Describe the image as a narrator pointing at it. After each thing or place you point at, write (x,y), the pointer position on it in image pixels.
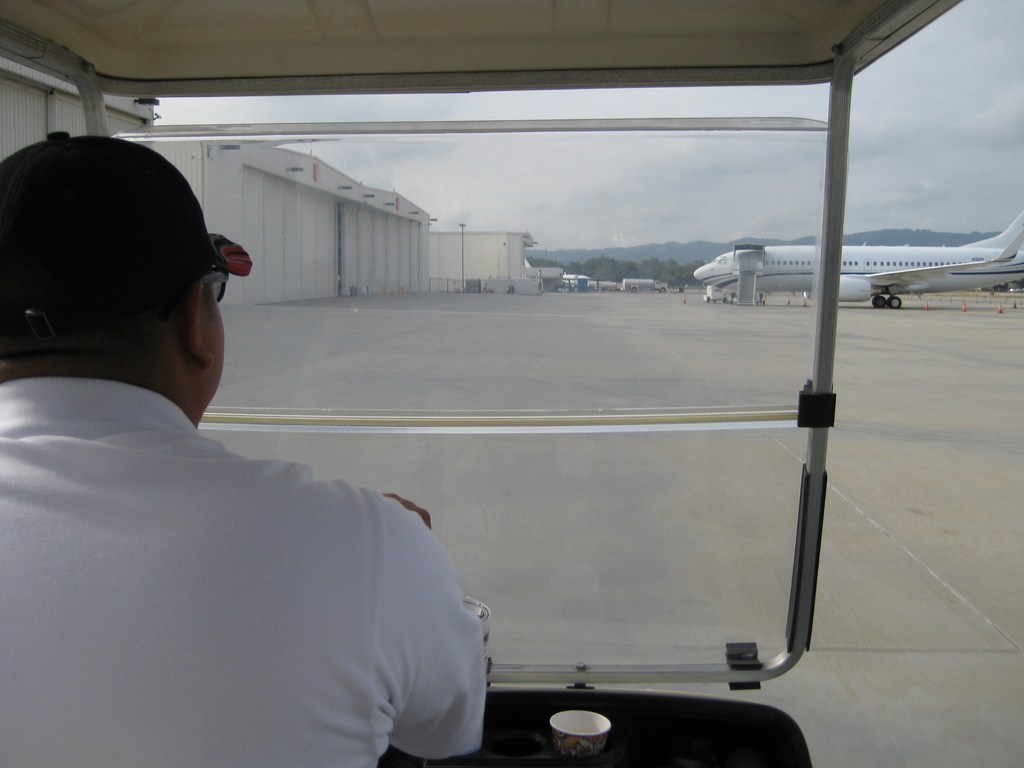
In this image I can see a person (191,614) wearing white colored t shirt (147,591) and black colored hat (156,292) is sitting in the vehicle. I can see the ground (883,522), an aeroplane (936,256) which is white in color, few sheds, few trees (582,263), few mountains (686,253) and in the background (931,212) I can see the sky (931,212).
